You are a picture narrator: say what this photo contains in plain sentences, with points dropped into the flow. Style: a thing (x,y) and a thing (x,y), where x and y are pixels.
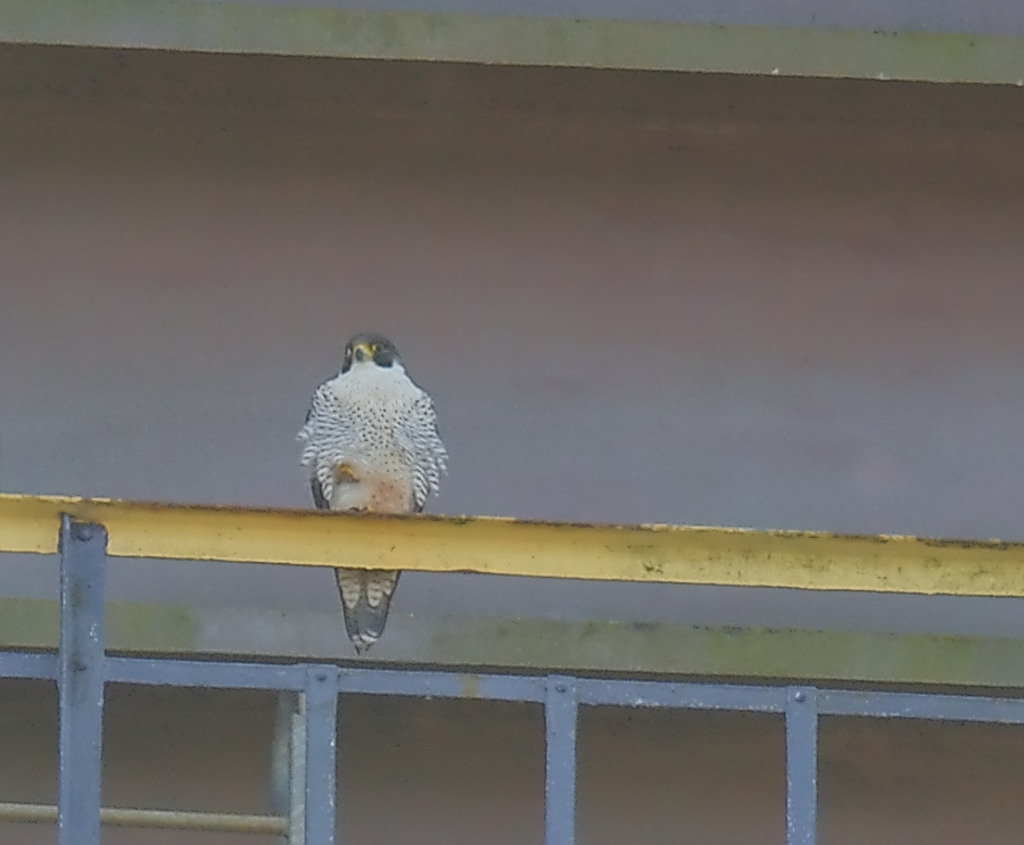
As we can see in the image there is a wall (739,617), railings (96,767) and a bird (381,396).
